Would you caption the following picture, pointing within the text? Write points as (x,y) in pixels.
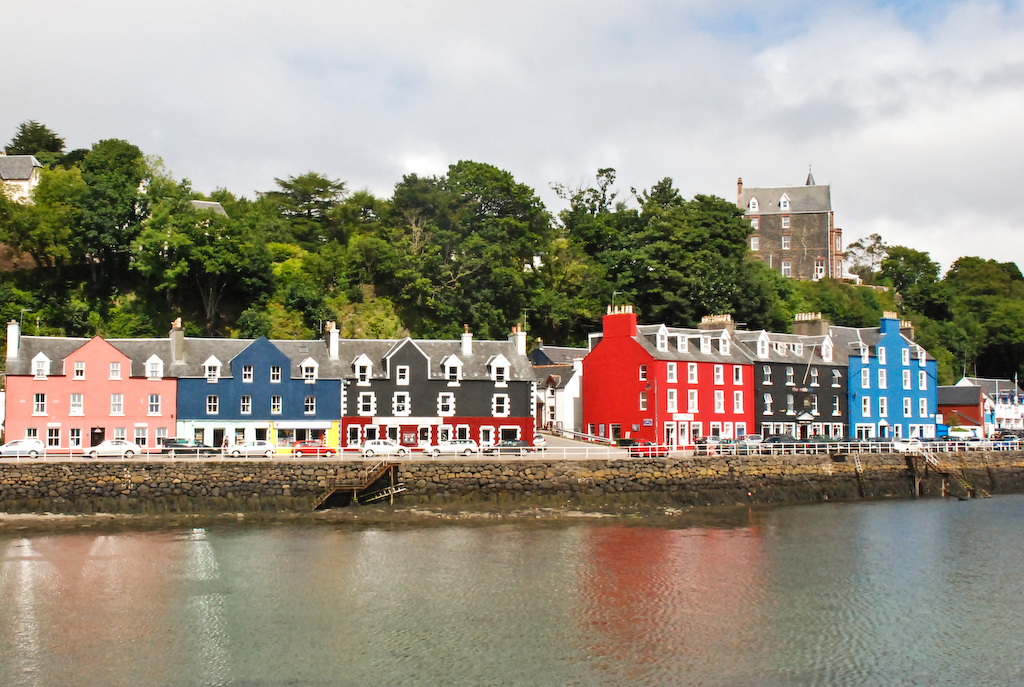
In the picture we can see water (698,626) and behind it, we can see a path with railing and behind it, we can see cars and house buildings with windows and behind it, we can see trees (652,322) and one building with windows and behind it we can see a sky (583,161) with clouds (591,157).
